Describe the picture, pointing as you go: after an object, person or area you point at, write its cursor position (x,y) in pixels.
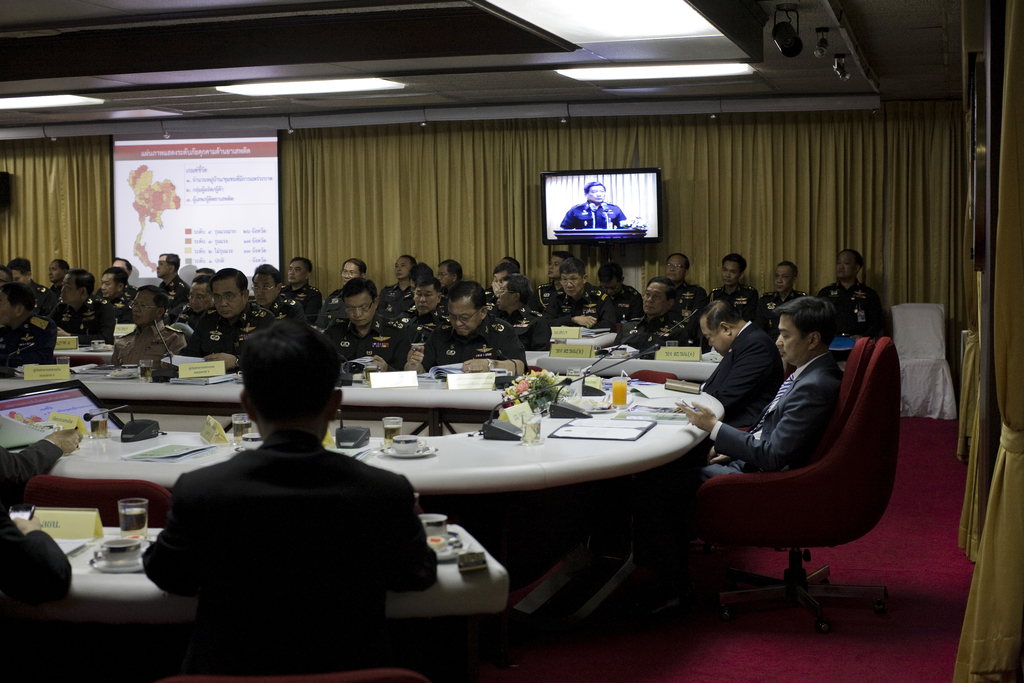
There is a group of people (408,290) who are sitting on a chair (866,583). Here we can see a television (550,178) and this is a screen (158,186).
